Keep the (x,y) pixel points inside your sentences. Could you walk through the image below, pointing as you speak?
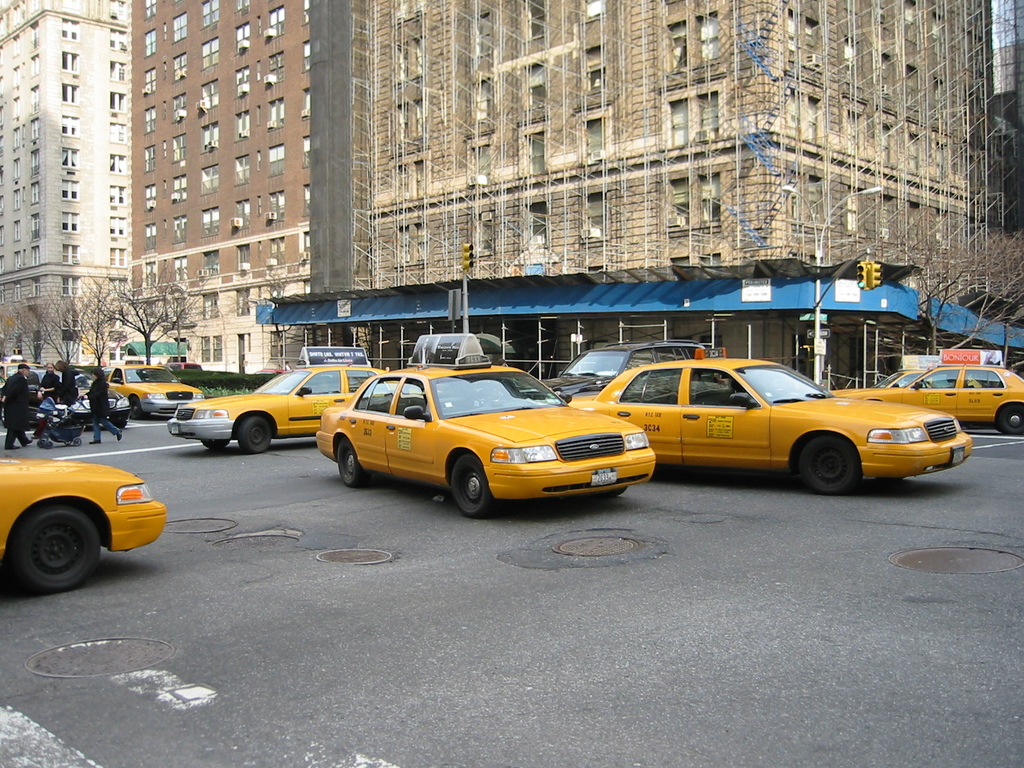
In the picture we can see many yellow color taxis (708,364) are moving on the road (651,596) and on the left side of the image (8,407) we can see people (102,392) walking on the road (141,424), here we can see a baby chair (51,432) and in the background (816,285), we can see the traffic signal poles (816,363), dry trees (65,305) and tower buildings (111,346).
